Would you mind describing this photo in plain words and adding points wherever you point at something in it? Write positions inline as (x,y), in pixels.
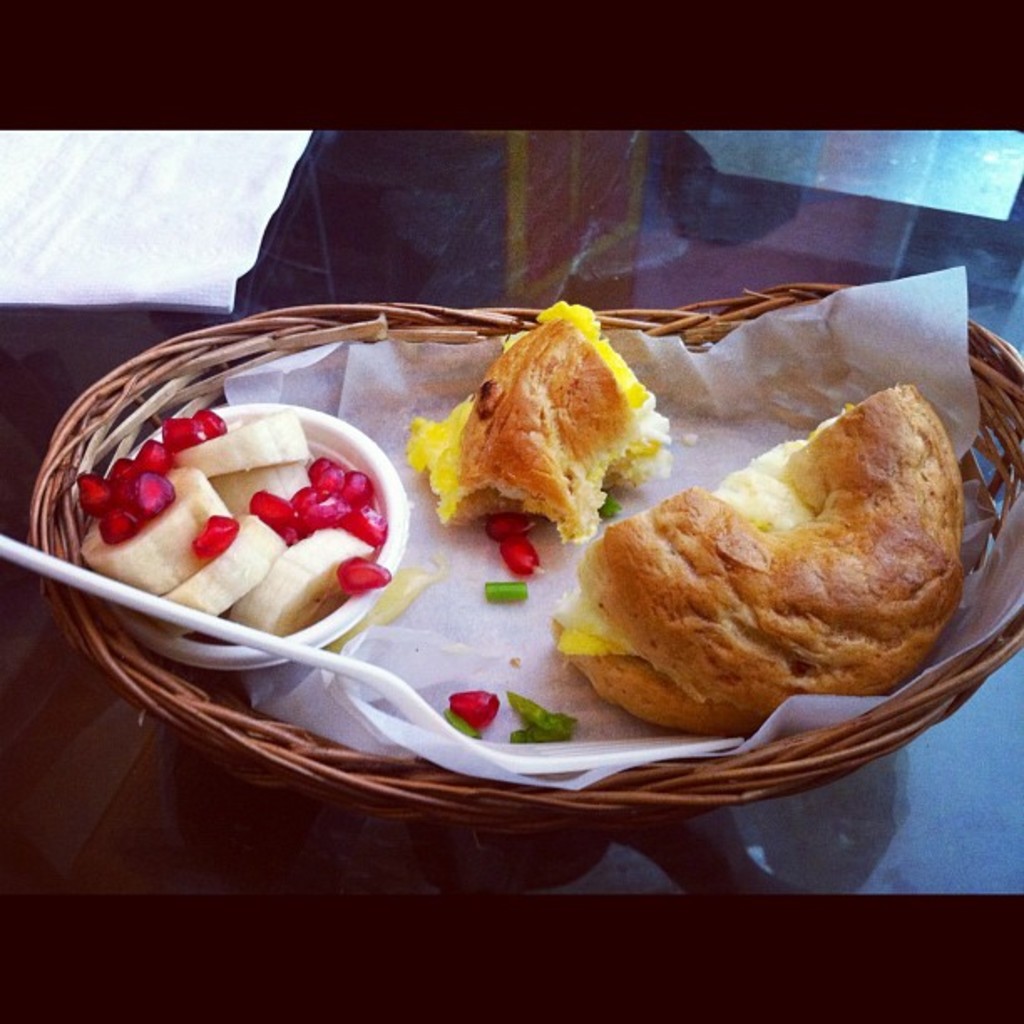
In this image we can see some pomegranate seeds (285,518) and banana slices (248,542) in a cup (355,433), a spoon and some bread (696,630) in a basket (482,814) which is placed on the surface (628,868).
